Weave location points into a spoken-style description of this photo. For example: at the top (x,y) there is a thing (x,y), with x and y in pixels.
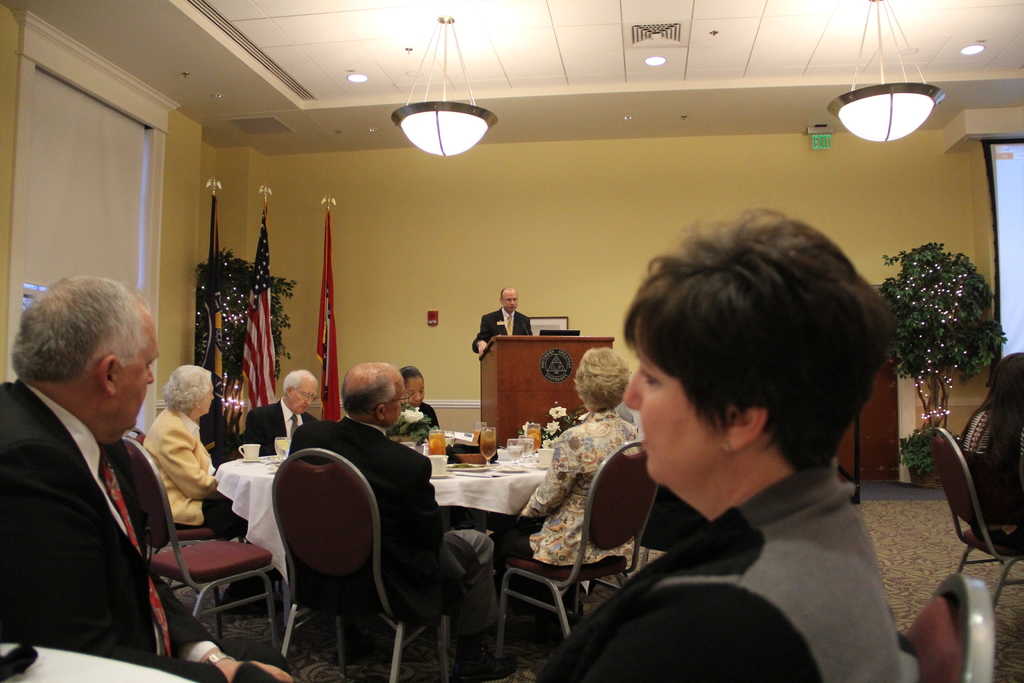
In this image I see few people (787,497) who are sitting on the chairs (921,631) and there is a table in front of them on which there are glasses (529,441), cups (248,445) and flowers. In the background (256,398) I see the plants (237,405), flags (222,415), lights (913,88) on the ceiling (388,19) and a man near to the podium (499,340).
